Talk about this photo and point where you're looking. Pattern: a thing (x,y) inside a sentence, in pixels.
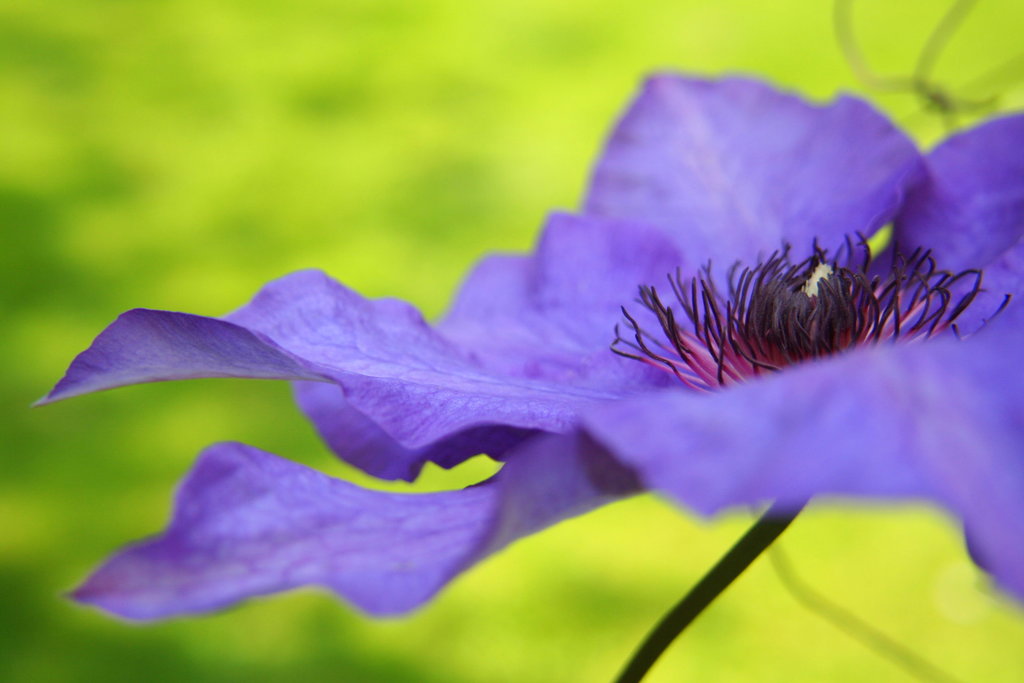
In this image there is a flower (395,466), in the background (967,0) it is green and it is blurred.
